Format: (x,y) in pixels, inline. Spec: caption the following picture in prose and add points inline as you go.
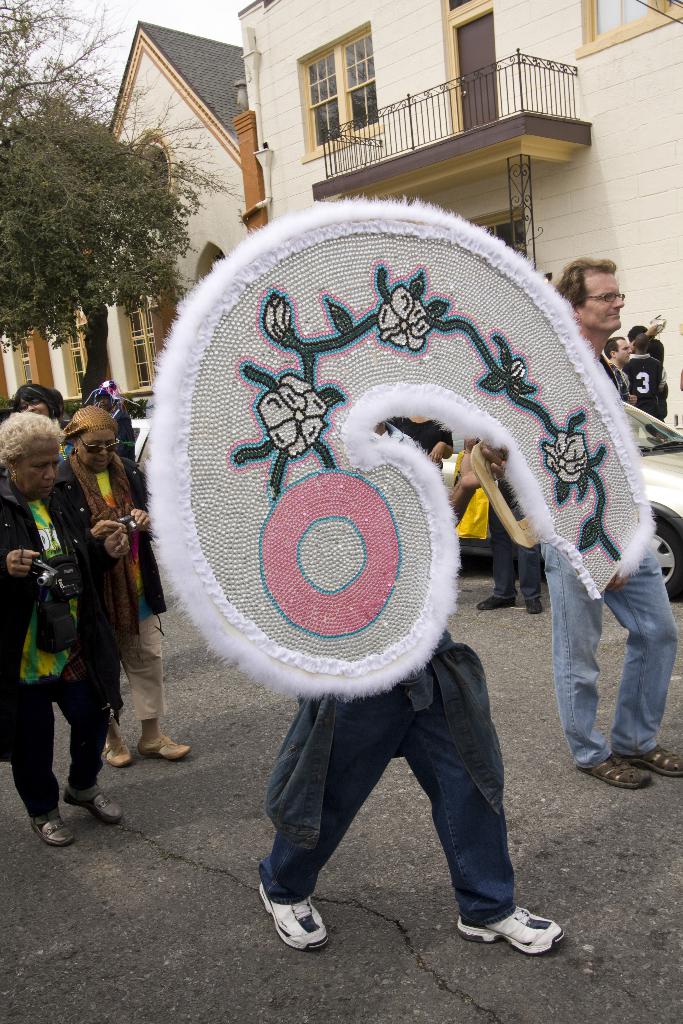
In this picture few people (607,601) walking and I can see couple of humans (87,571) holding cameras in their hands (106,533) and a human (385,741) holding a board (420,536) with some design (342,478) on it and I can see buildings (433,112), tree (106,298) and couple of cars (682,471) on the road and I can see a cloudy sky (211,36).
